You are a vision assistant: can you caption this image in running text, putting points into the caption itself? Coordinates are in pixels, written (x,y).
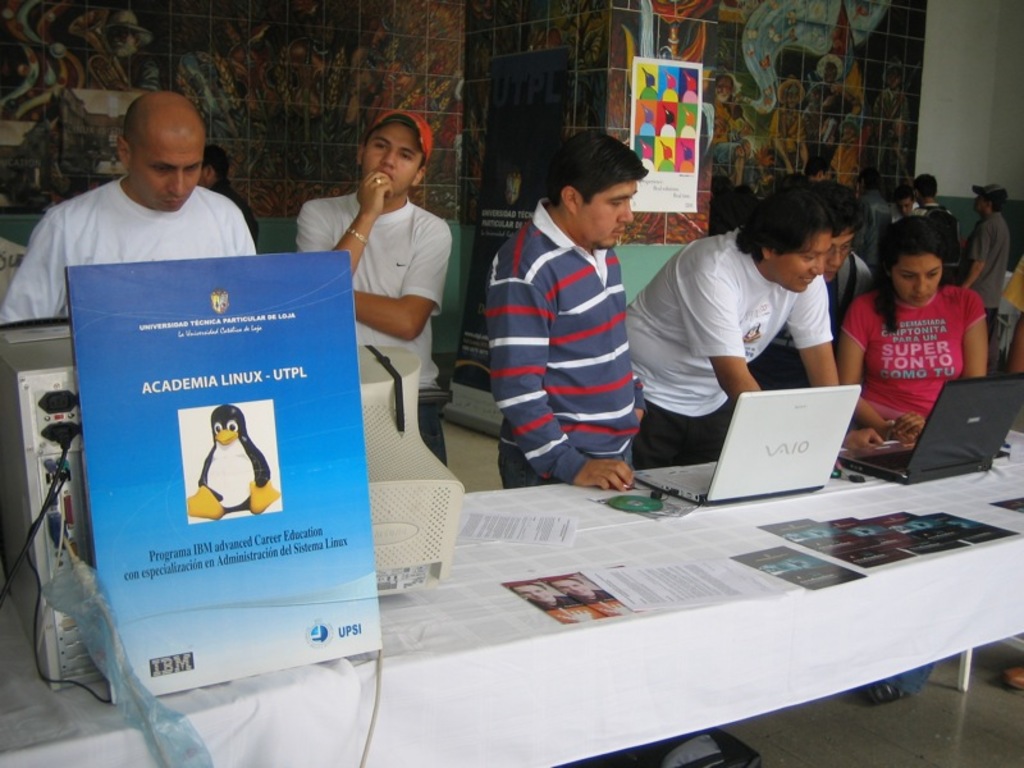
In this image, at the bottom (677,618) there is a table (382,593) on that there are papers (718,601), posters (195,394), computer (404,536), cpu (66,446), board (285,491), laptops (677,490), cd's (632,507), cloth (664,663). On the right (711,341) there is a man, he wears a t shirt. In the middle (456,326) there are many people (736,319), posters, banners (515,170), wall (771,158).
